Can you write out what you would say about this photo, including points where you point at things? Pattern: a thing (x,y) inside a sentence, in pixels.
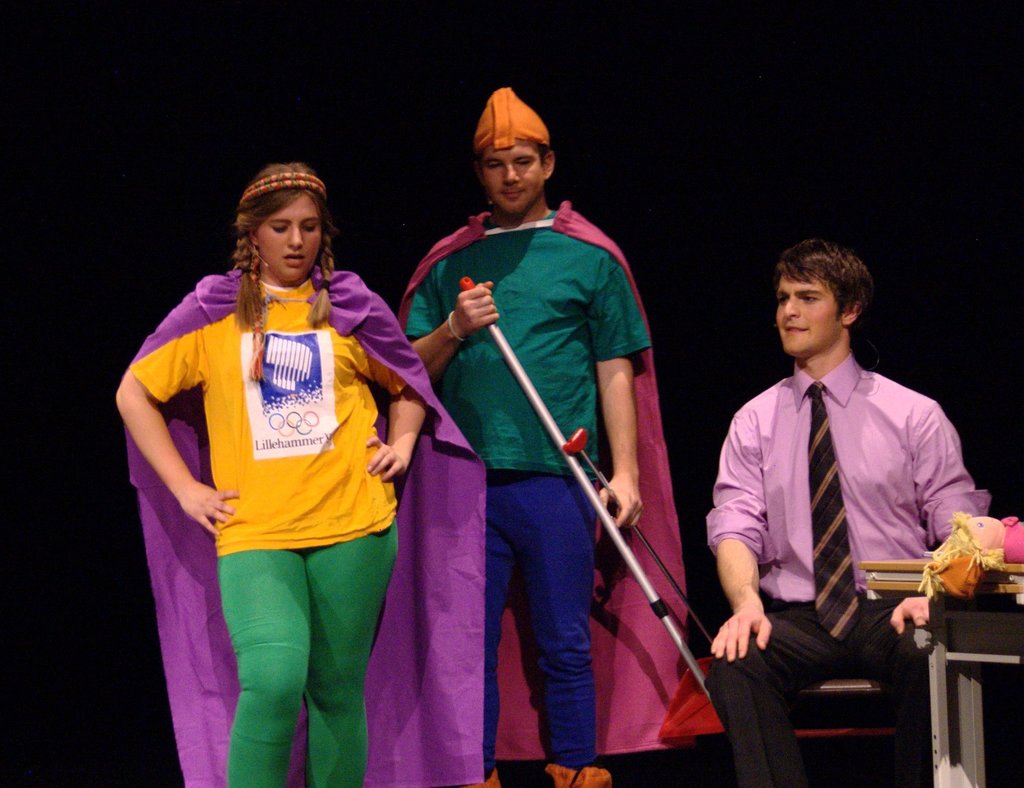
In this picture I can see a man (769,537) sitting on the chair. There are two persons (586,786) standing. I can see a toy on the table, and there is dark background (12,179).
